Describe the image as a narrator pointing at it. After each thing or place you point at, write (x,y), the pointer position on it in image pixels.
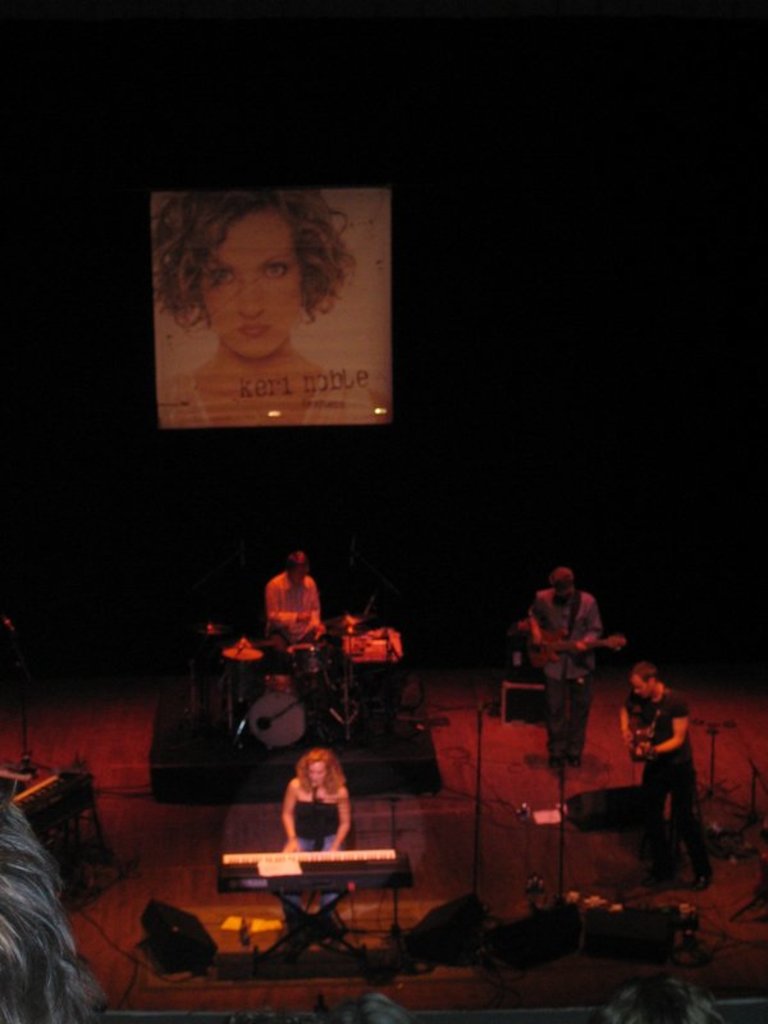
In the foreground of the image (295,898) we can see a lady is playing a musical instrument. In the middle of the image (308,577) we can see a group of three people (572,726) playing musical instruments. At the top of the image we can see a poster (293,371) of a lady (226,397) and some text (327,389) written on it.
